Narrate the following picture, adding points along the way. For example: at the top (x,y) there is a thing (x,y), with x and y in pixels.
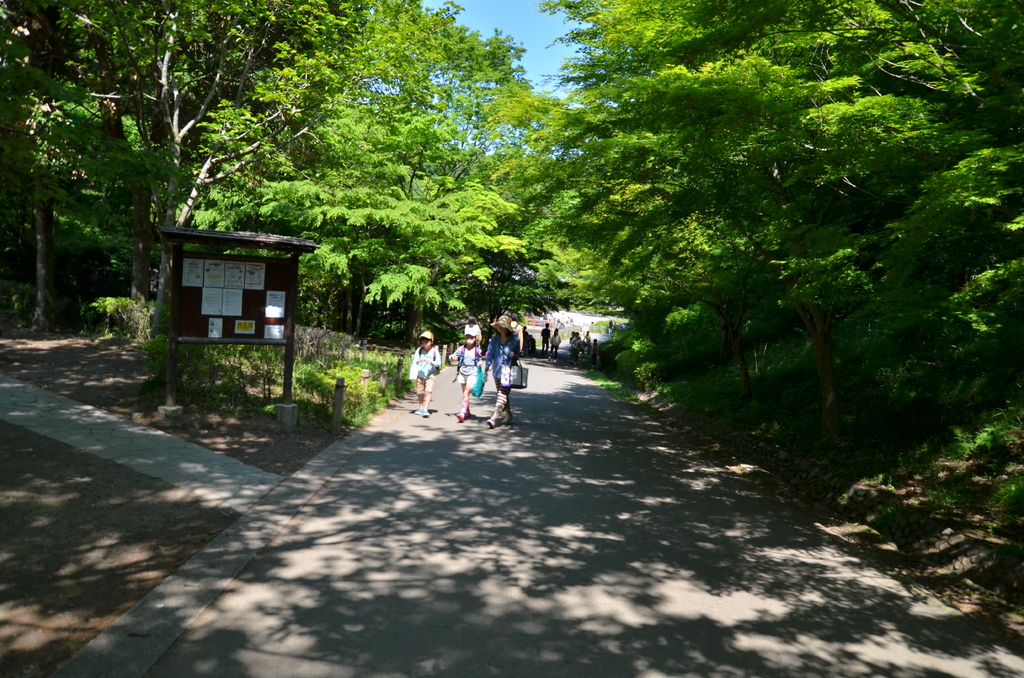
There is a road (507,514). On the road (477,501) there are many people (510,331). On the sides of the road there are trees (624,188). Also there is a board (255,322) with poles (176,297). On the board (220,298) there are notices (234,294). In the background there is sky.
